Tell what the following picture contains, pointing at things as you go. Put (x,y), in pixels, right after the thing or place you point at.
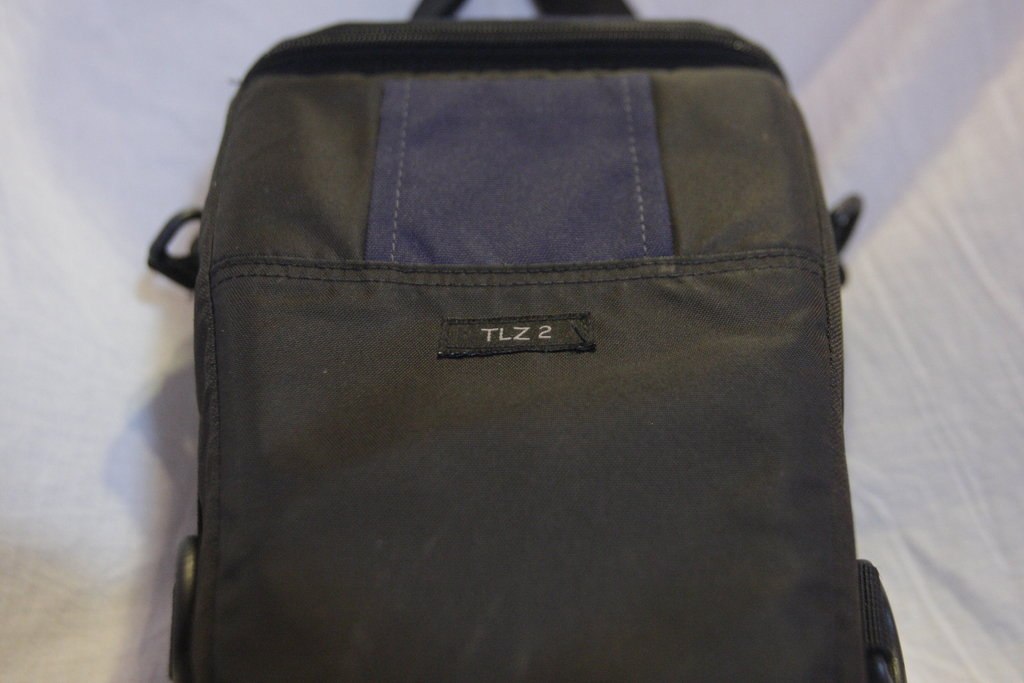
In this picture there is a black bag (635,344) on a white background (86,152).
